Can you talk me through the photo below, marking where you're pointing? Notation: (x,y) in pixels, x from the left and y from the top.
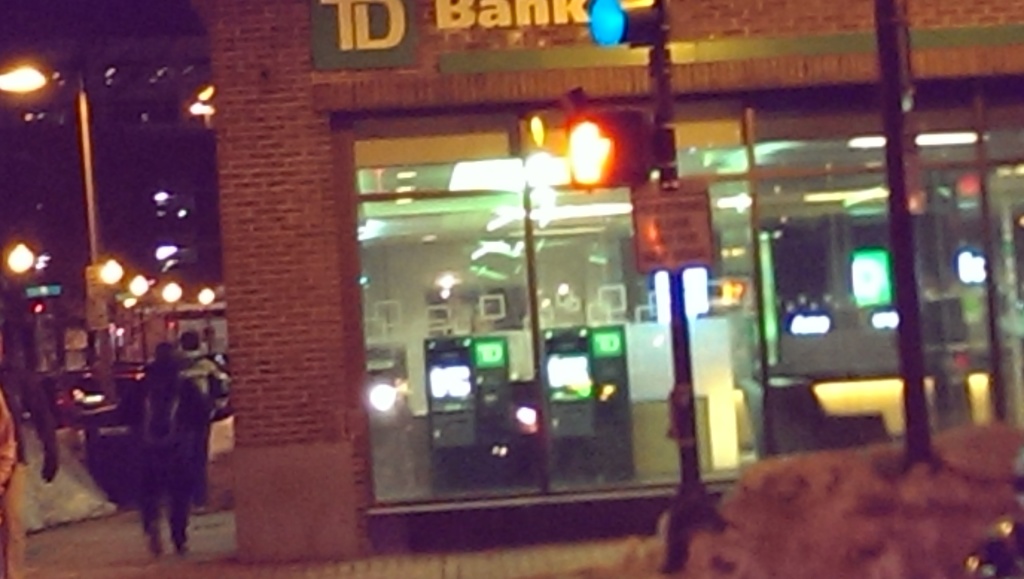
In this image we can see a store (572,383), electric lights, mirrors (545,359), walls (337,215), information board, street poles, street lights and persons (175,483) on the road (69,530).
